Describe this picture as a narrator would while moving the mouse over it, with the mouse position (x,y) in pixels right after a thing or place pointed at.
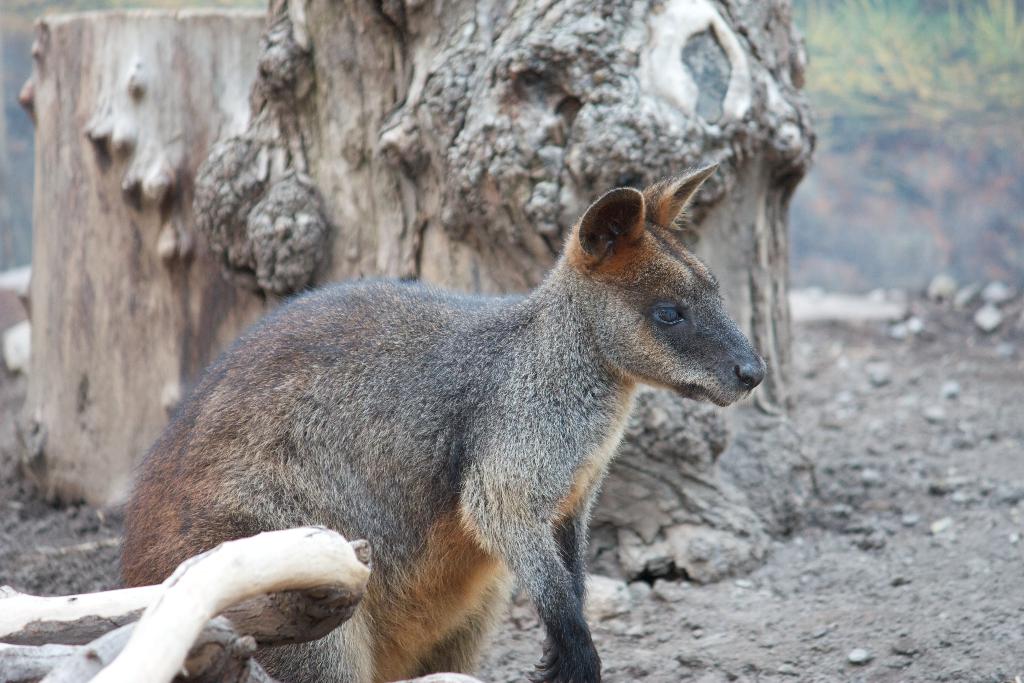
In this picture we can see trunk (440,125) of the tree (555,59) and an animal (615,372) standing on the ground (47,546). In the background (899,35) we can see some green grass (883,79).
